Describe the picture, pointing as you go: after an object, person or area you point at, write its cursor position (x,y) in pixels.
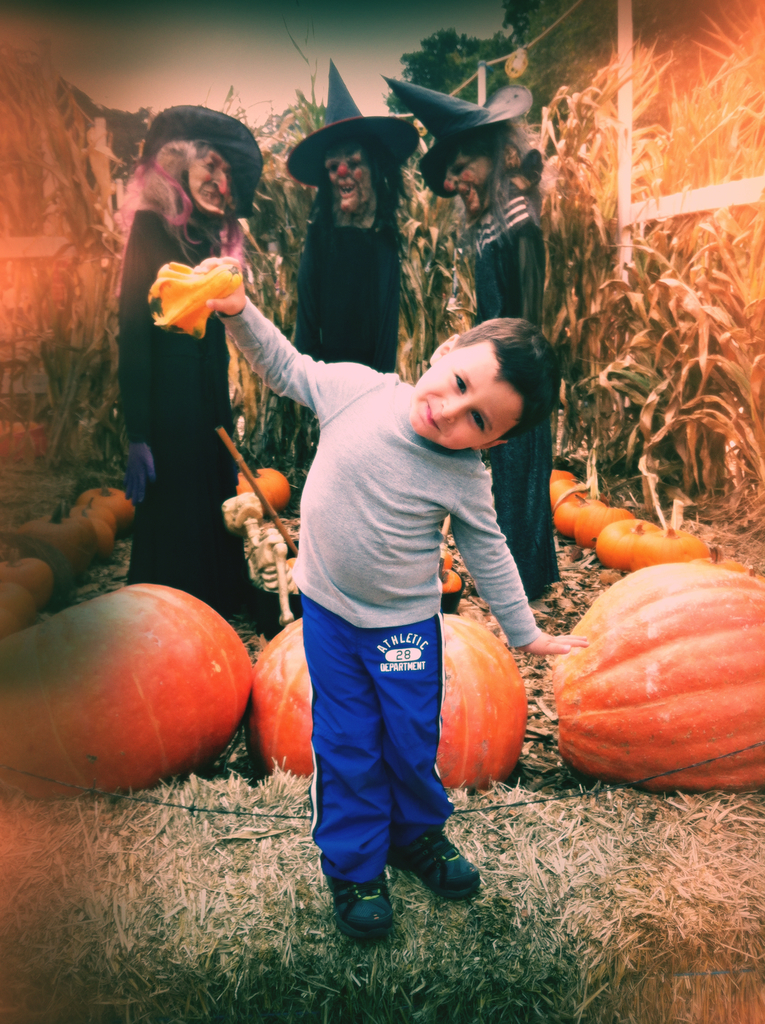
In this image we can see a child (473,560) wearing T-shirt (428,584) is standing on the ground (181,885). In the background (657,702), we can see pumpkins (13,690), Halloween costumes (181,169), plants (96,209) and trees (490,77).
